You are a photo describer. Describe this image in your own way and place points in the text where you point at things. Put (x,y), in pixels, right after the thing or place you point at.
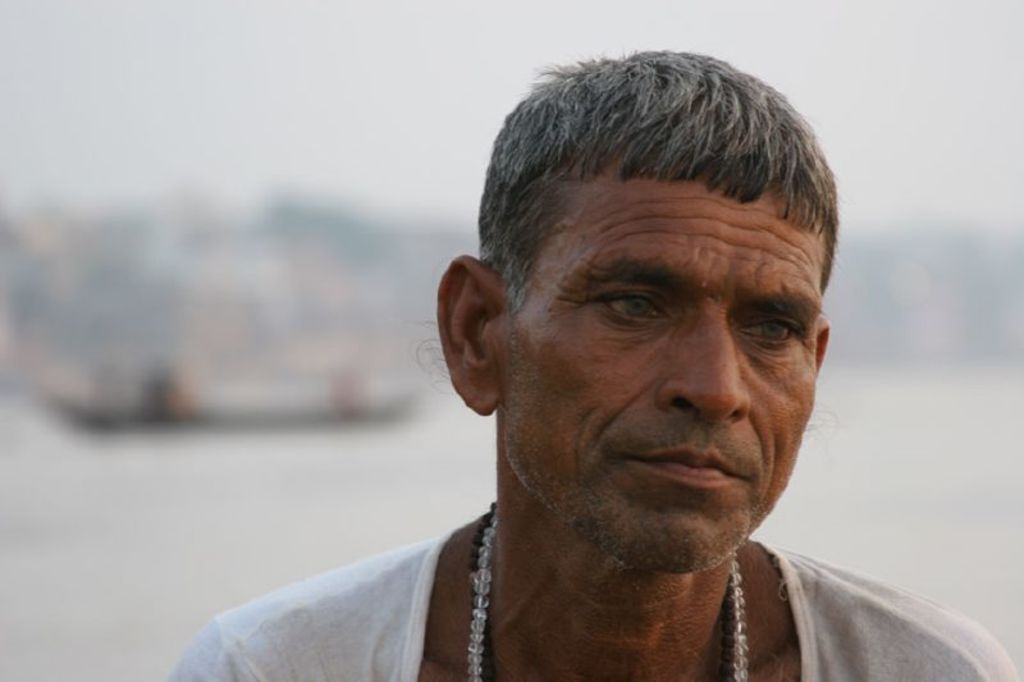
In the picture we can see face (533,388) of a person (757,105) and in the background (268,189) image is blur.
